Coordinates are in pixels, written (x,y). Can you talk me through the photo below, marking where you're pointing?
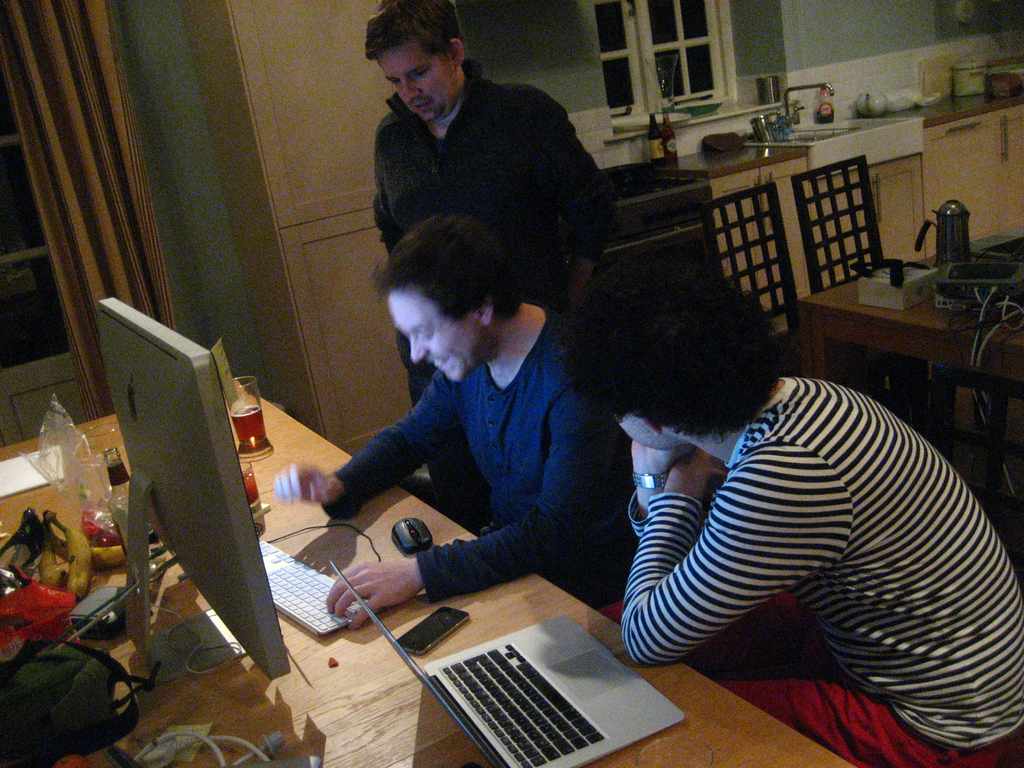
In this image I can see three people (616,387). Two people (602,494) are sitting in front of the table (370,655) and one person (460,125) is standing. On the table (268,420) there is a glass (239,416), system (235,628), laptop (518,765), mobile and some of the objects (97,633). At the back (950,102) there is a countertop (969,106) and the sink (847,141).
